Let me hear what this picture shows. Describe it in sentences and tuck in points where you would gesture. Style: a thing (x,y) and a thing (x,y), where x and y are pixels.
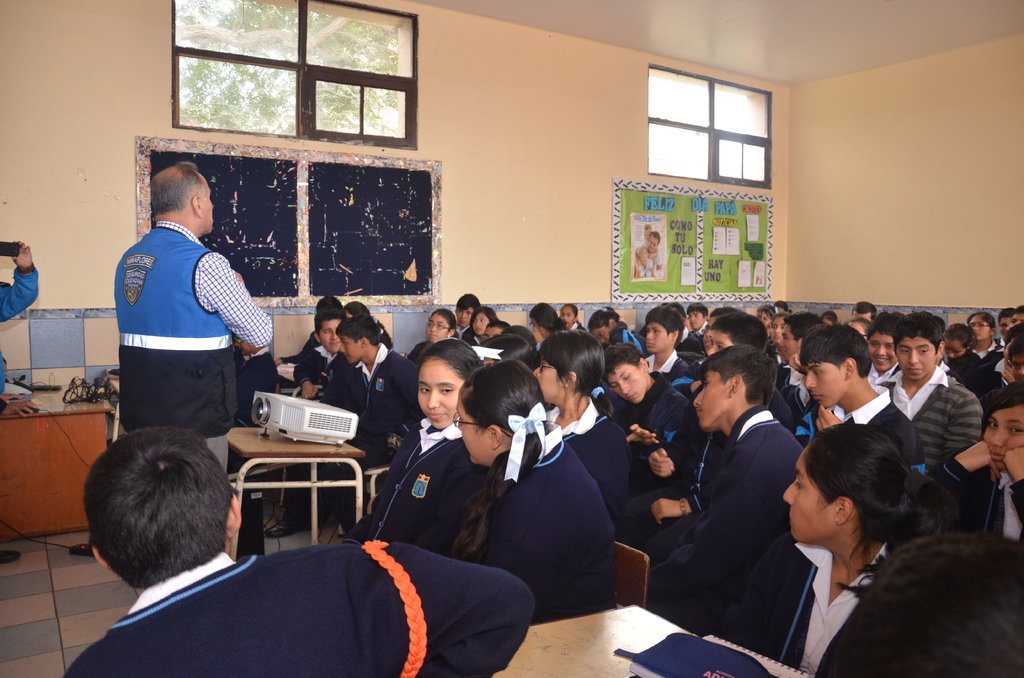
The picture is clicked in a classroom (688,332). At the center of the picture (538,407) there are students (662,444) sitting on chairs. On the left (60,429) there are table (52,405), cables (52,386), projector (256,418) and men (180,262) standing. At the top (330,83) there are windows (173,17). In the center of the background (311,235) there are posters (656,240) and a board (337,218). Outside the window (280,76) there are trees (289,72).
